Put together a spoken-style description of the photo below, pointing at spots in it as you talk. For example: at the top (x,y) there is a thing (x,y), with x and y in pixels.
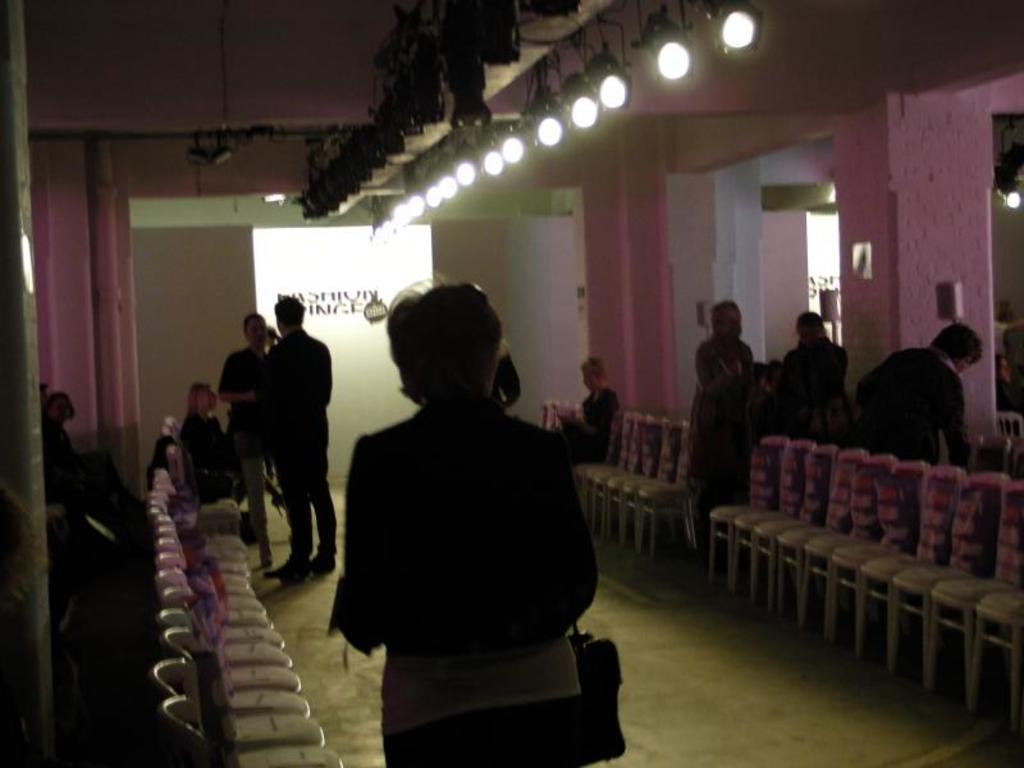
Here we can see a person (459,388) is standing on the floor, and here a woman (211,444) is sitting and here a group of people (256,370) are standing, and at above her are the lights (583,118).
